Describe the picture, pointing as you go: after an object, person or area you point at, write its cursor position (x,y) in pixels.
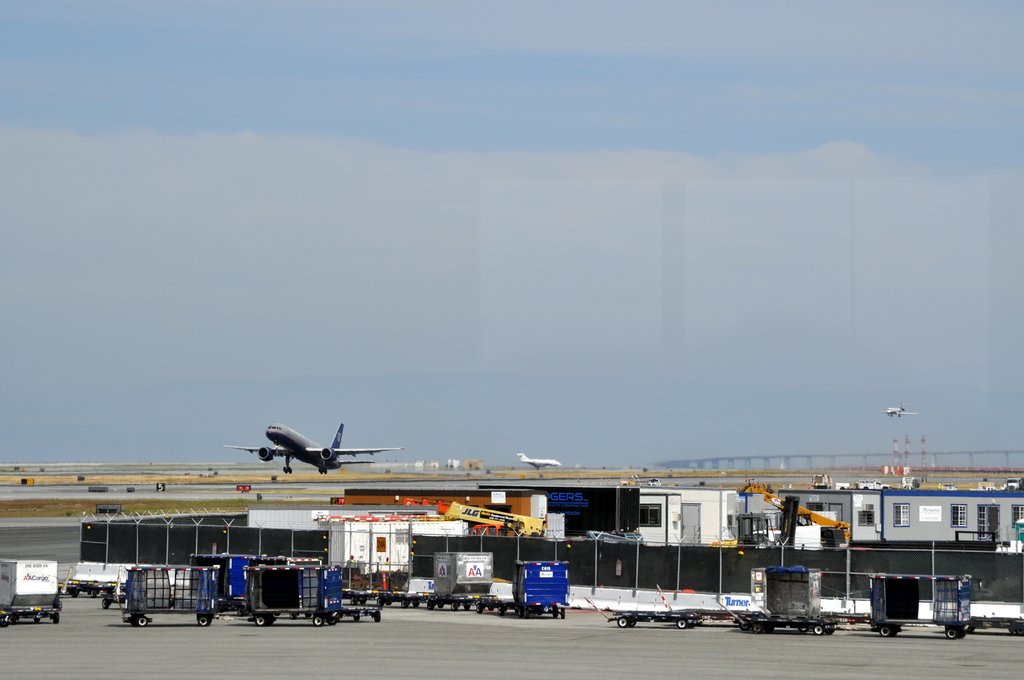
In the picture we can see some trucks (320,606). And in the background (542,458) we can see runway (500,479) and aeroplanes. We can also see some vehicles (826,485).
